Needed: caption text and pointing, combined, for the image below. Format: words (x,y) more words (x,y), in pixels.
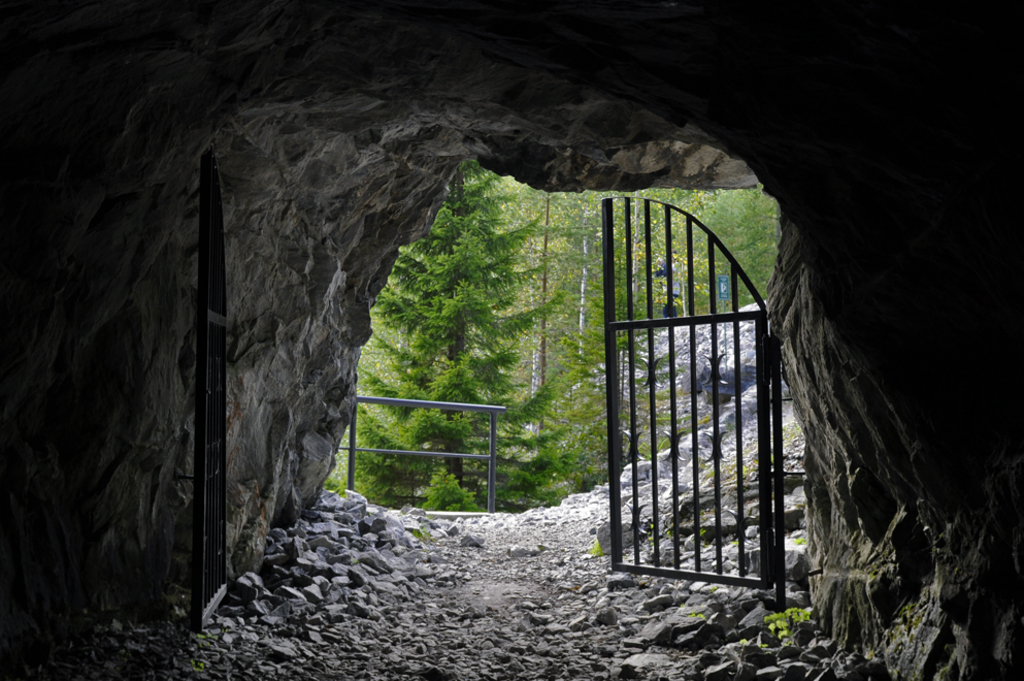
In this image we can see a cave (868,298), stones (345,591), iron grill (223,240) and trees (480,353).
